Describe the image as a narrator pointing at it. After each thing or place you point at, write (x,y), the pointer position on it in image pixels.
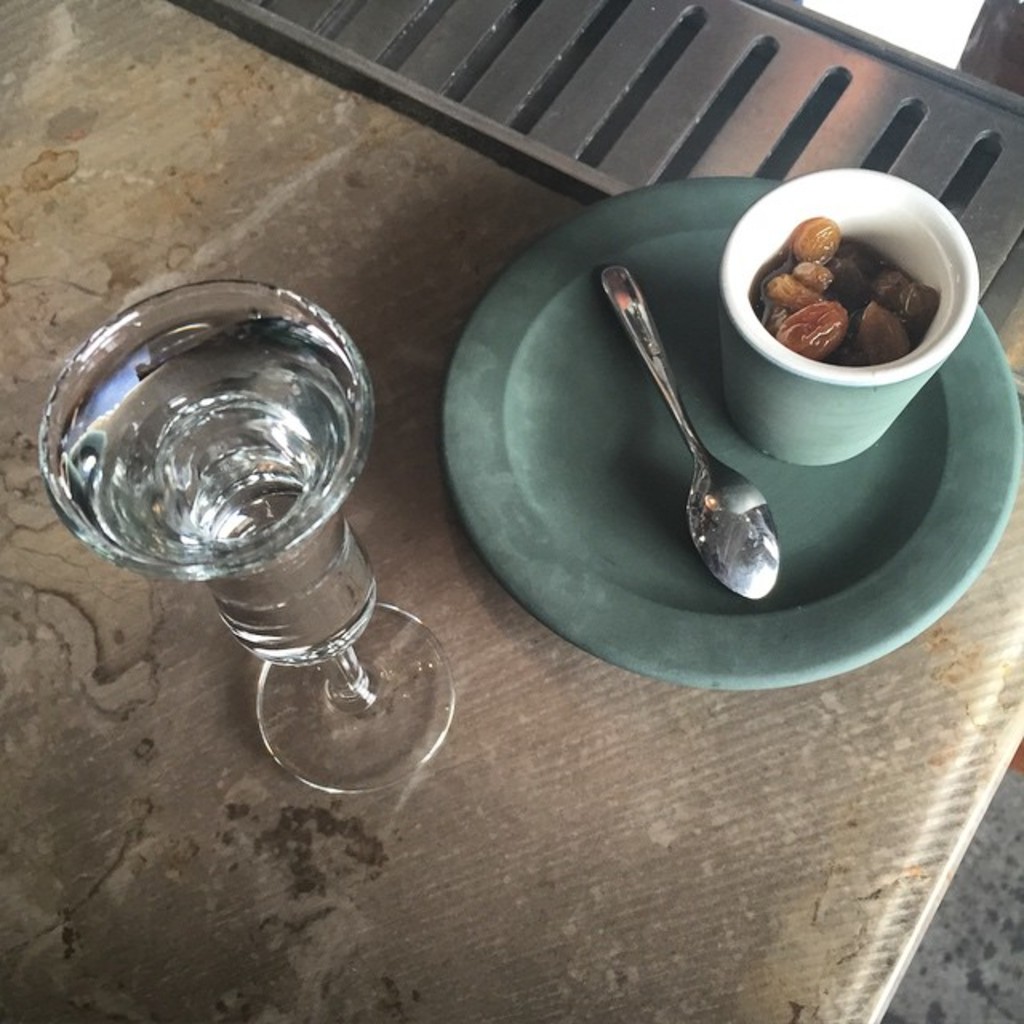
In this image i can see a glass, spoon (717,521) and dry fruits (837,301) in a glass (848,230).
